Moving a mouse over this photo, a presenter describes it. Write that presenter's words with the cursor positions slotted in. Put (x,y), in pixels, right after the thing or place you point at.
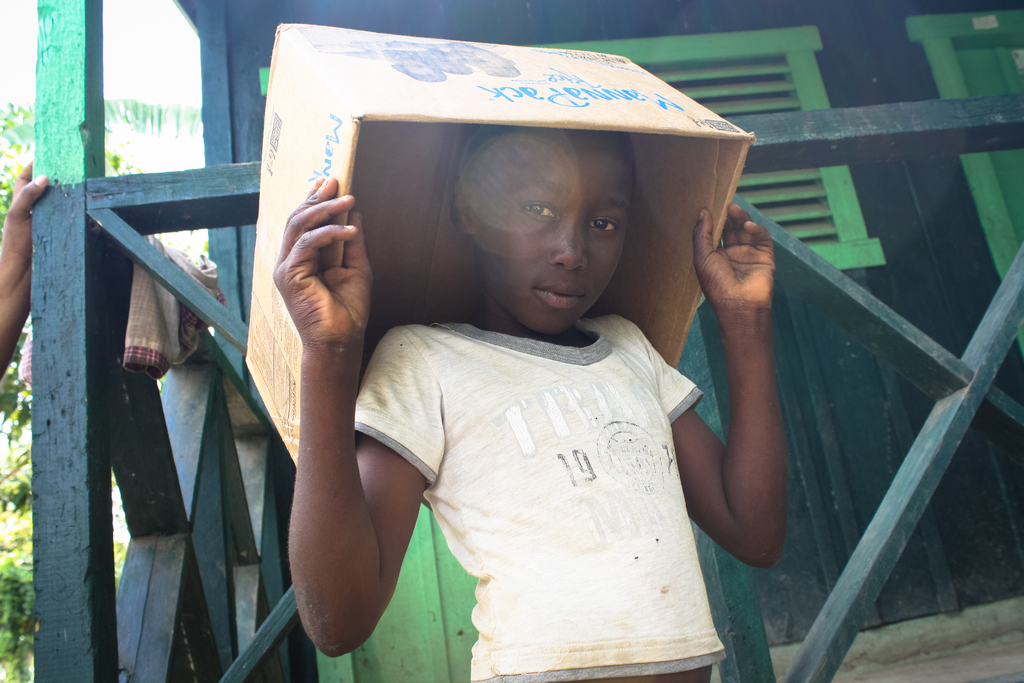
In this picture there is a small boy (682,561) in the center of the image (394,236), by holding a box (443,106) over his head (629,199), there are trees (8,461) on the left side of the image (15,498) and there is a wooden boundary (104,226) in the background area of the image (49,240).
